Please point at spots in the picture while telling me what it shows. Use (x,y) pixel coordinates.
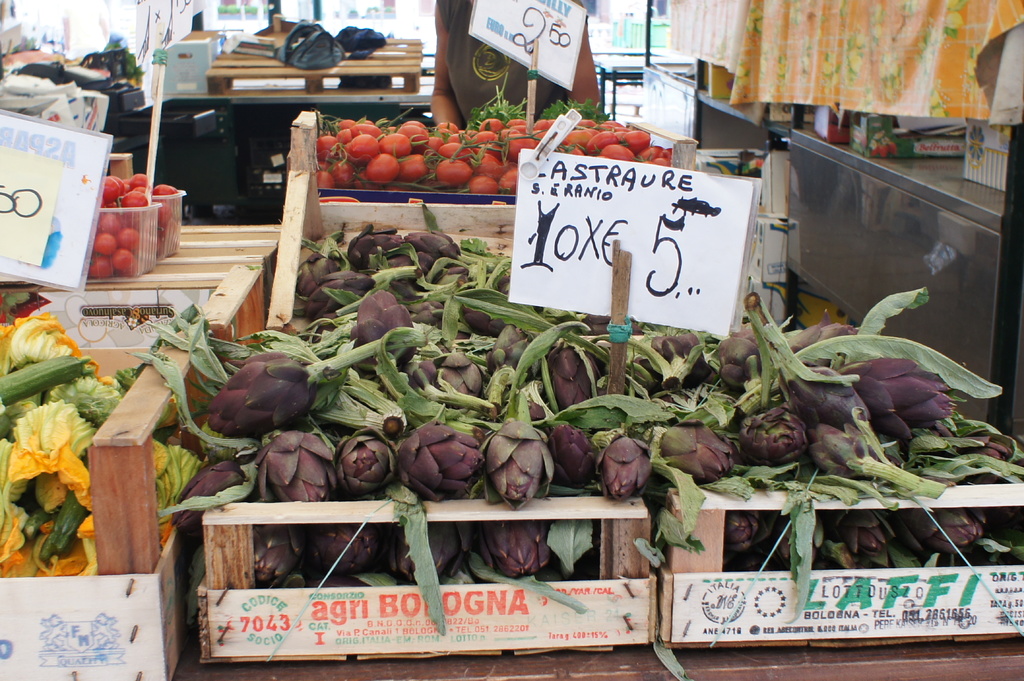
The image is taken in the vegetable market (499,358). In the center of the image (585,300) there are boards (602,295) and we can see tables (222,155). On the left (78,570) there are flowers (64,487). On the right (817,169) we can see tables (817,176) and curtains (767,66).
